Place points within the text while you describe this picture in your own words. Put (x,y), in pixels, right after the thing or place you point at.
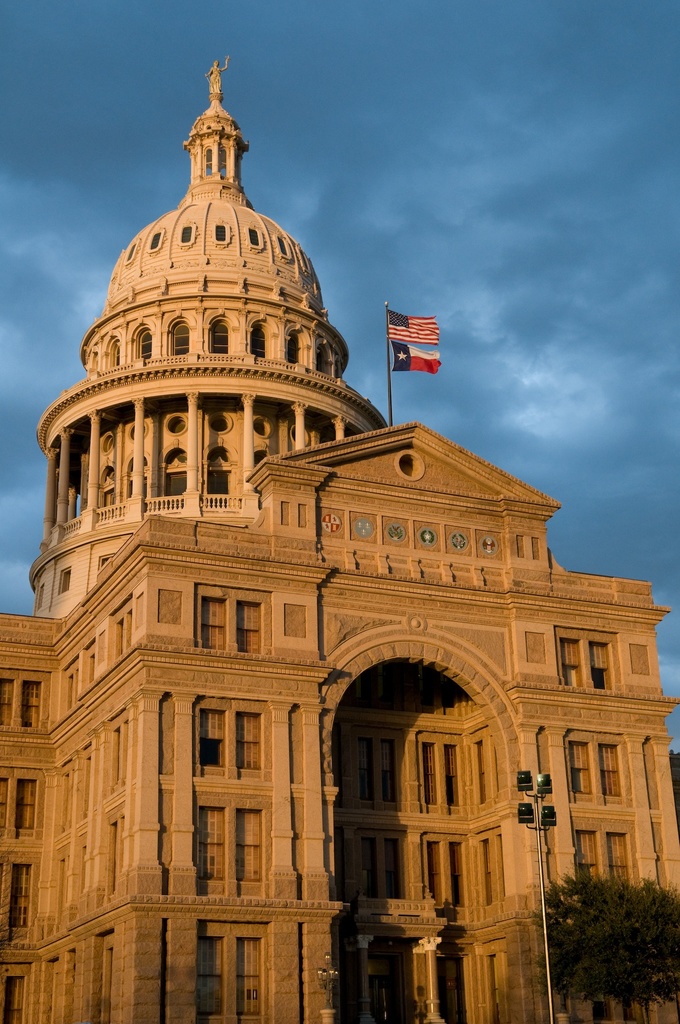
In this picture there is a Texas state capitol (354,425) in the image, there are two flags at the top side of the image (415,327), there is a tree (589,939) and a traffic pole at the bottom side of the image (545,911).
